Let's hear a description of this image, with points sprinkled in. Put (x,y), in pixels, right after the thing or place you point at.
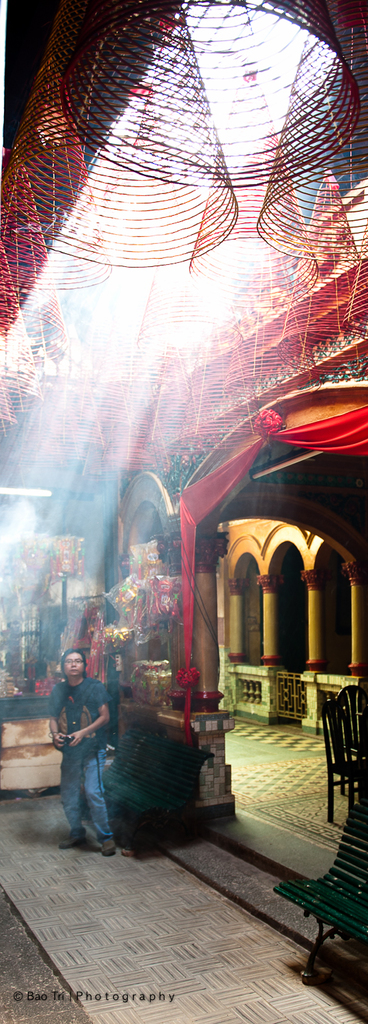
In this image one room (226,530) is there some person (98,705) is standing in the room (247,943) in room (273,907) there are some flowers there and background (289,538) is sunny.
